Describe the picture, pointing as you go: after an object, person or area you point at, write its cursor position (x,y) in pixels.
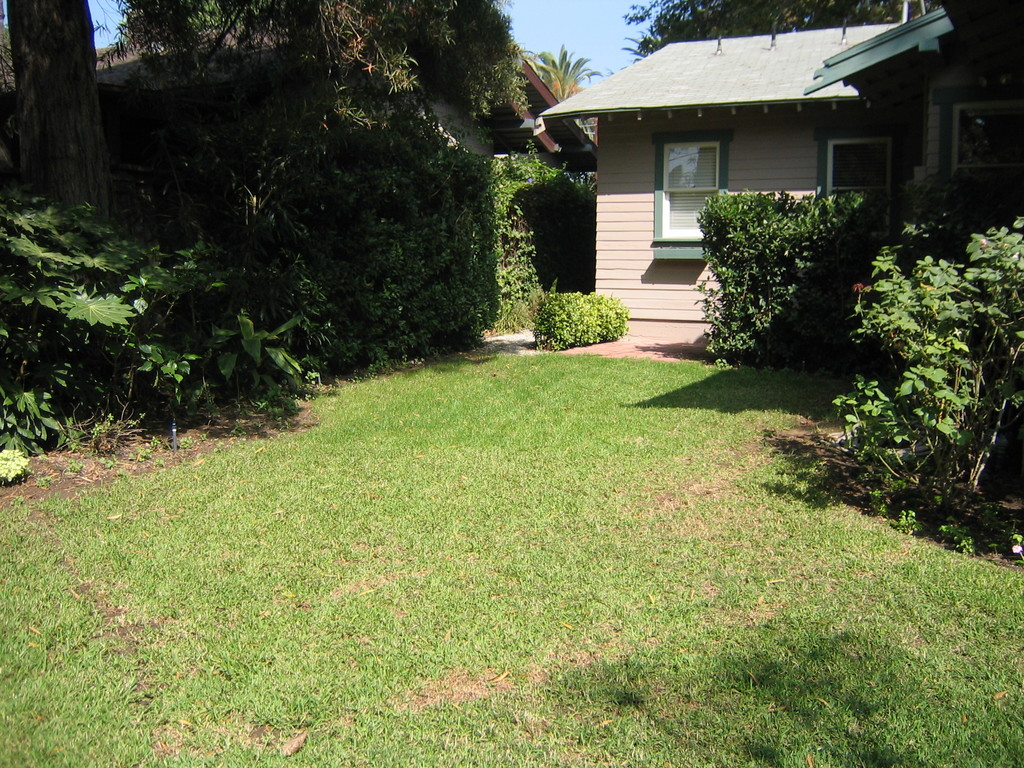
In this image there is the sky (585,21) towards the top of the image (571,19), there are houses (669,150), there are windows (708,145), there are trees (325,120), there are plants (944,385) towards the right of the image (925,330), there are plants (89,282) towards the left of the image (63,242), there is grass (397,672) towards the bottom of the image (581,603).
